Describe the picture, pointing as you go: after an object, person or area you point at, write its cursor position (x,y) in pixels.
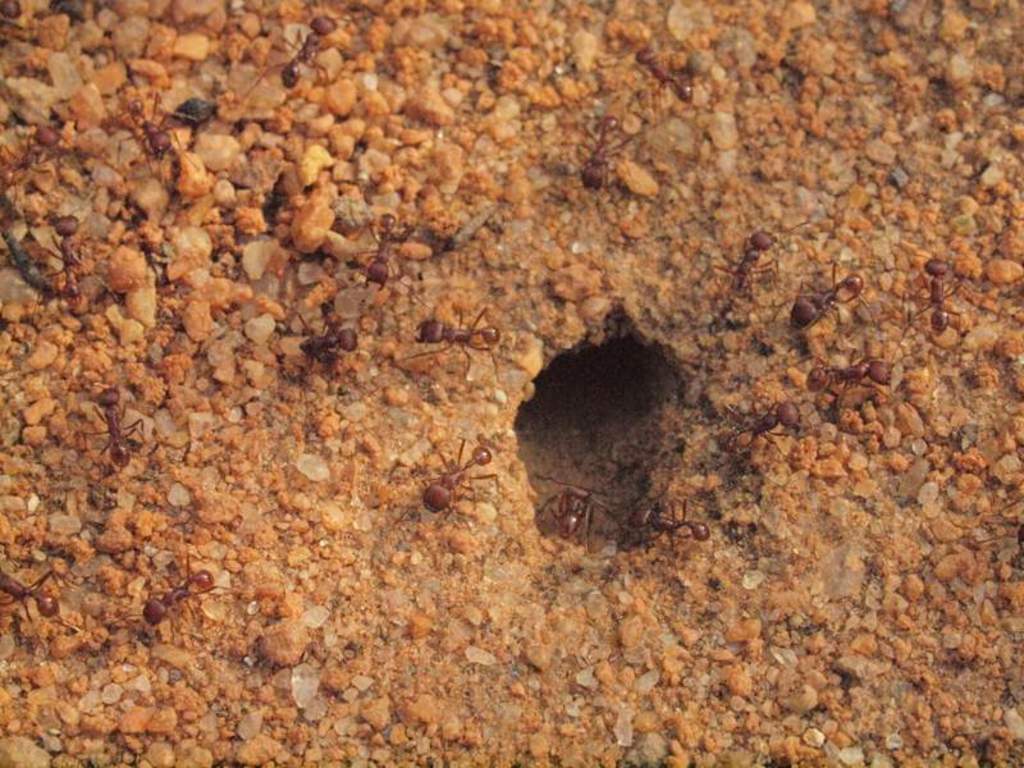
In this picture, we see the ants (464,475) which are in red color. In the middle of the picture (665,423), we see the hole (661,372). In the background (353,311), we see small stones (297,446).
